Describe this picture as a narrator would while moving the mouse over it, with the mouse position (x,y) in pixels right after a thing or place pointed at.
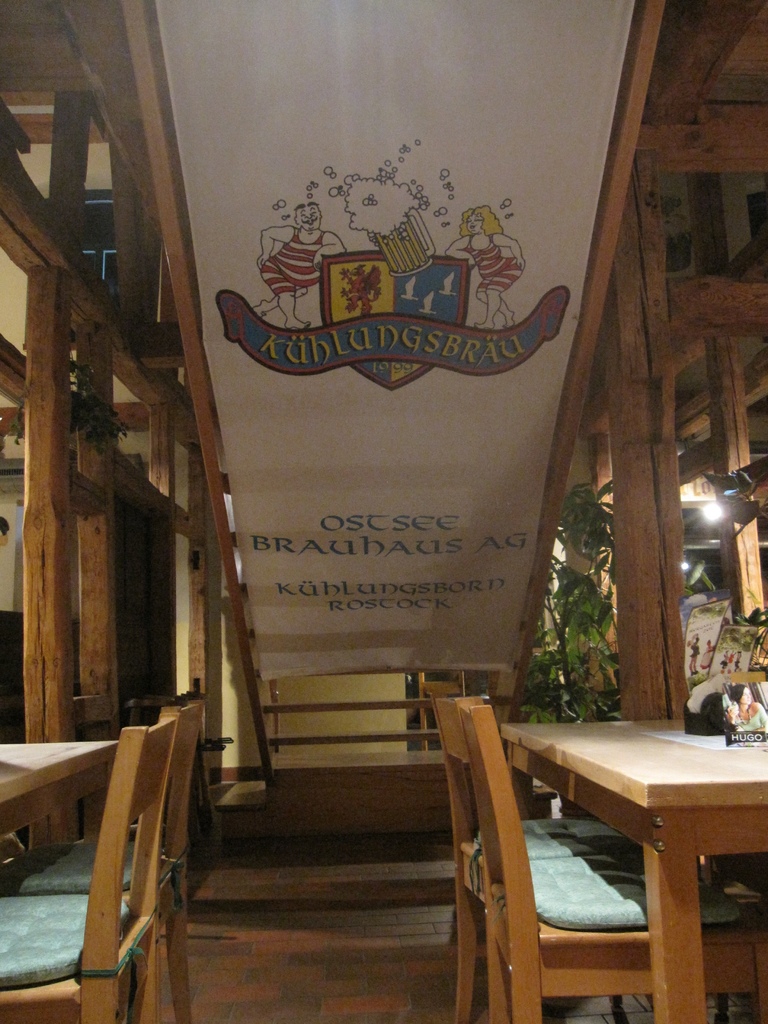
In this image I can see the tables (47,768) and chairs (509,891). To the right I can see few boards (700,673). In the background (377,648) I can see few boards (287,558), plants (554,626), light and the wooden poles (137,336).
